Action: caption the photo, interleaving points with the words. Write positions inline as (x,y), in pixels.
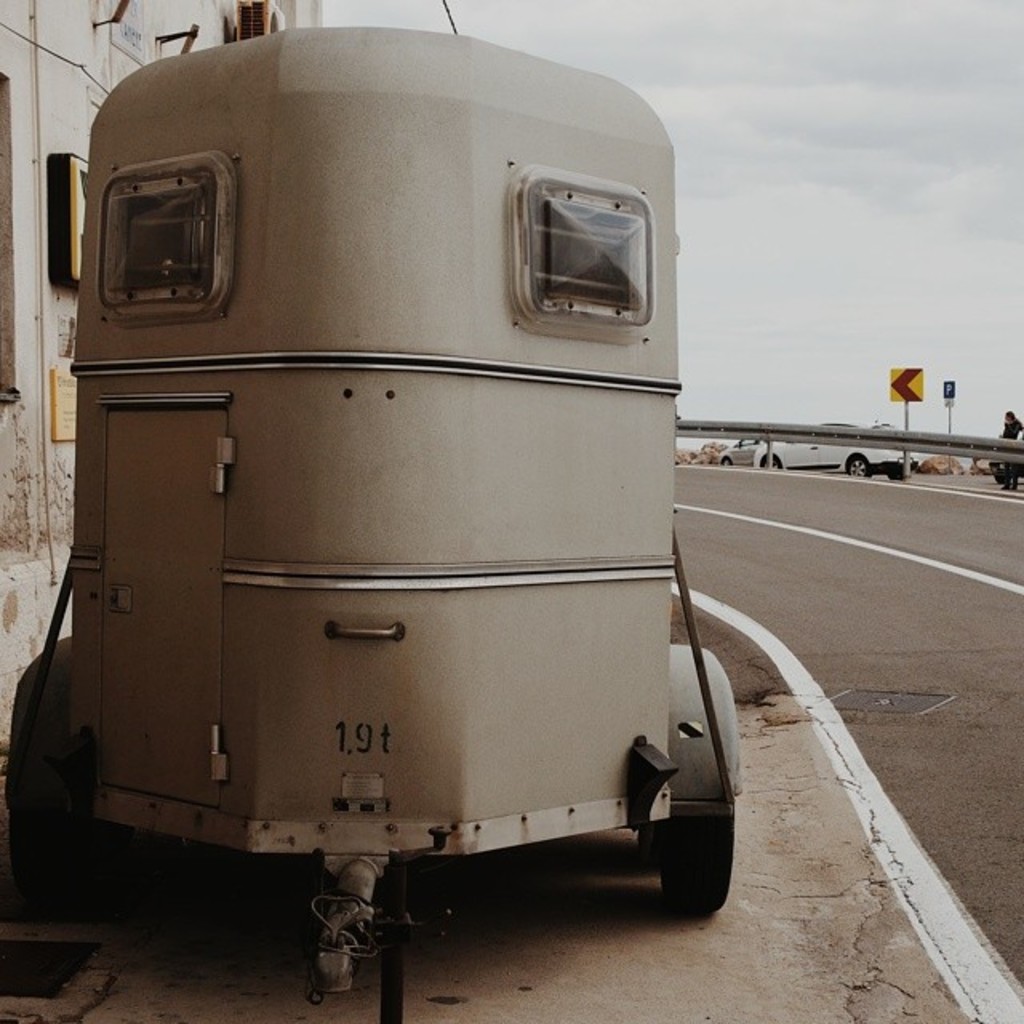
In the picture we can see a machine (402,643) with wheels (695,820) to it and beside it we can see a road (924,489) and far away from it we can see a railing (876,438) and behind it we can see a car (860,461) which is white in color and a pole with a sign board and behind it we can see a sky (835,156) with clouds (999,222).
